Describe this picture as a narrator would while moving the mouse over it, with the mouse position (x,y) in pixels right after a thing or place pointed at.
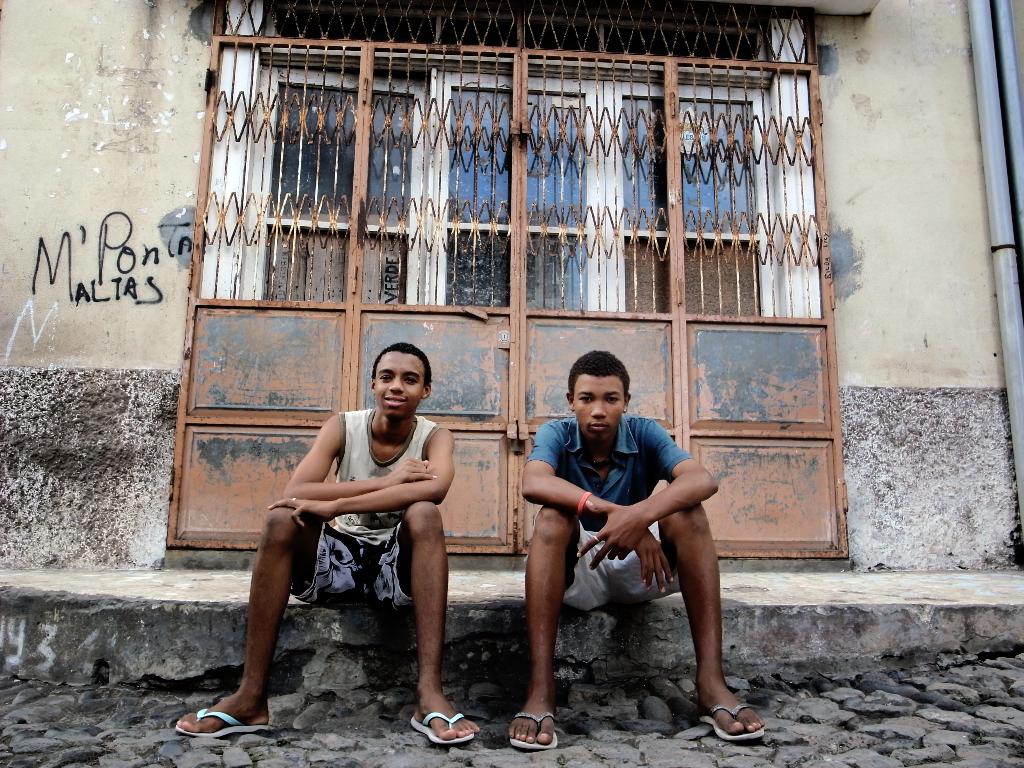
2 boys (609,524) are sitting on the floor (691,638), both of them wore shorts (606,569) and chappals (516,724), behind them it's an iron gate (616,328).
